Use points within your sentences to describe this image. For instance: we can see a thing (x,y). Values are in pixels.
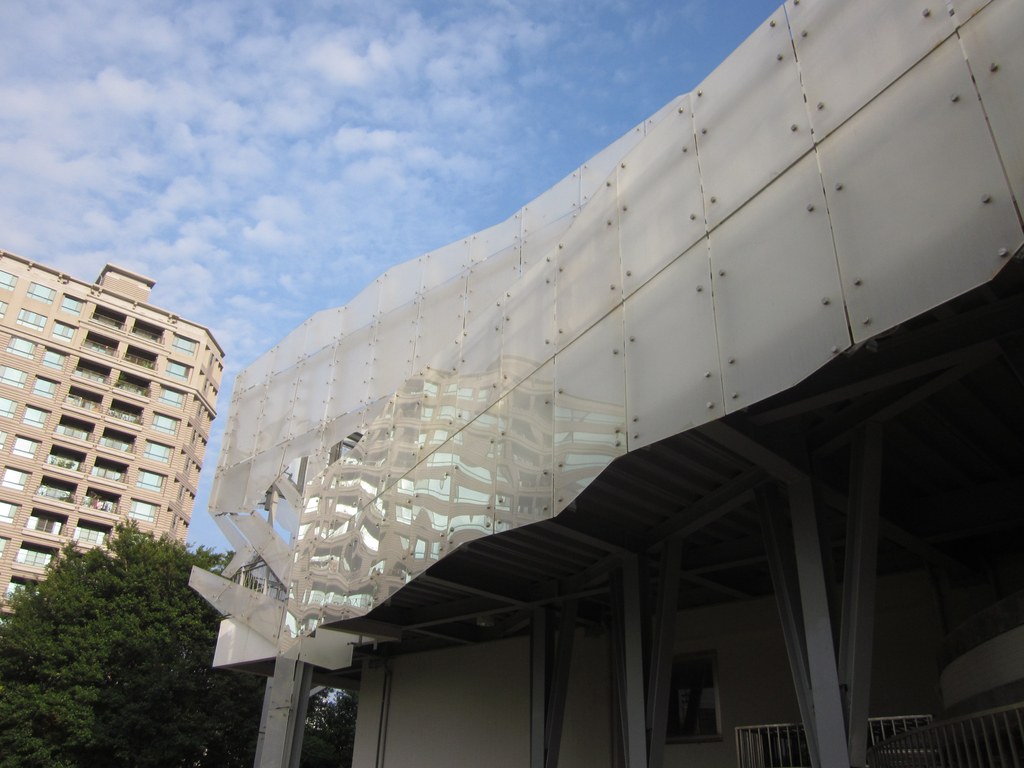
In this image we can see buildings (915,520), trees (250,764), railings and clouds (419,146) in the sky (431,140).
